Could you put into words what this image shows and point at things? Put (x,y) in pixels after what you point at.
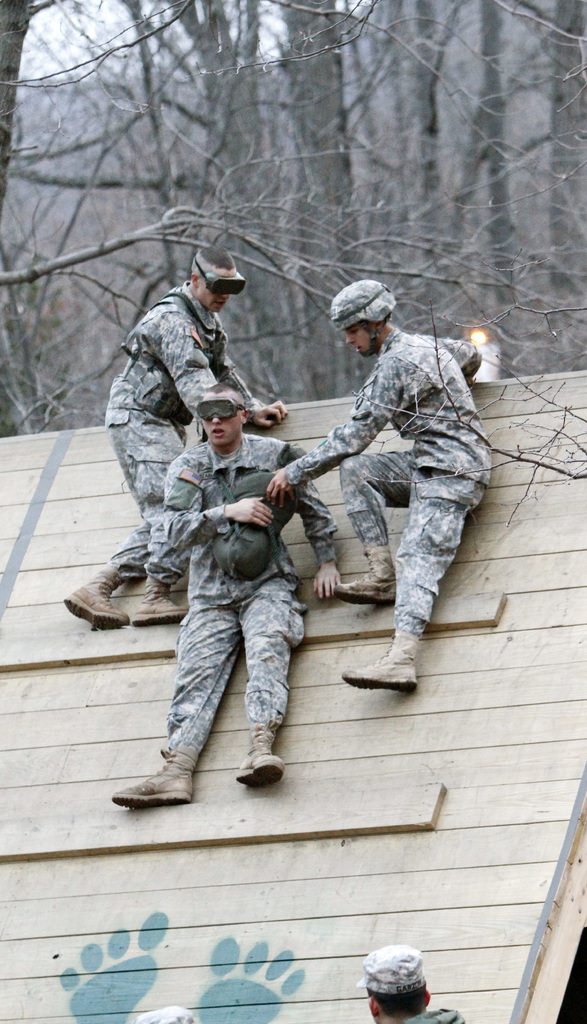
In this image we can see some persons (281,486) wearing military uniforms (198,468) are standing on the wooden surface (479,535). One person (270,770) is holding a bag (257,486). In the background (341,139), we can see group of trees (309,166) and the sky (87,69).
